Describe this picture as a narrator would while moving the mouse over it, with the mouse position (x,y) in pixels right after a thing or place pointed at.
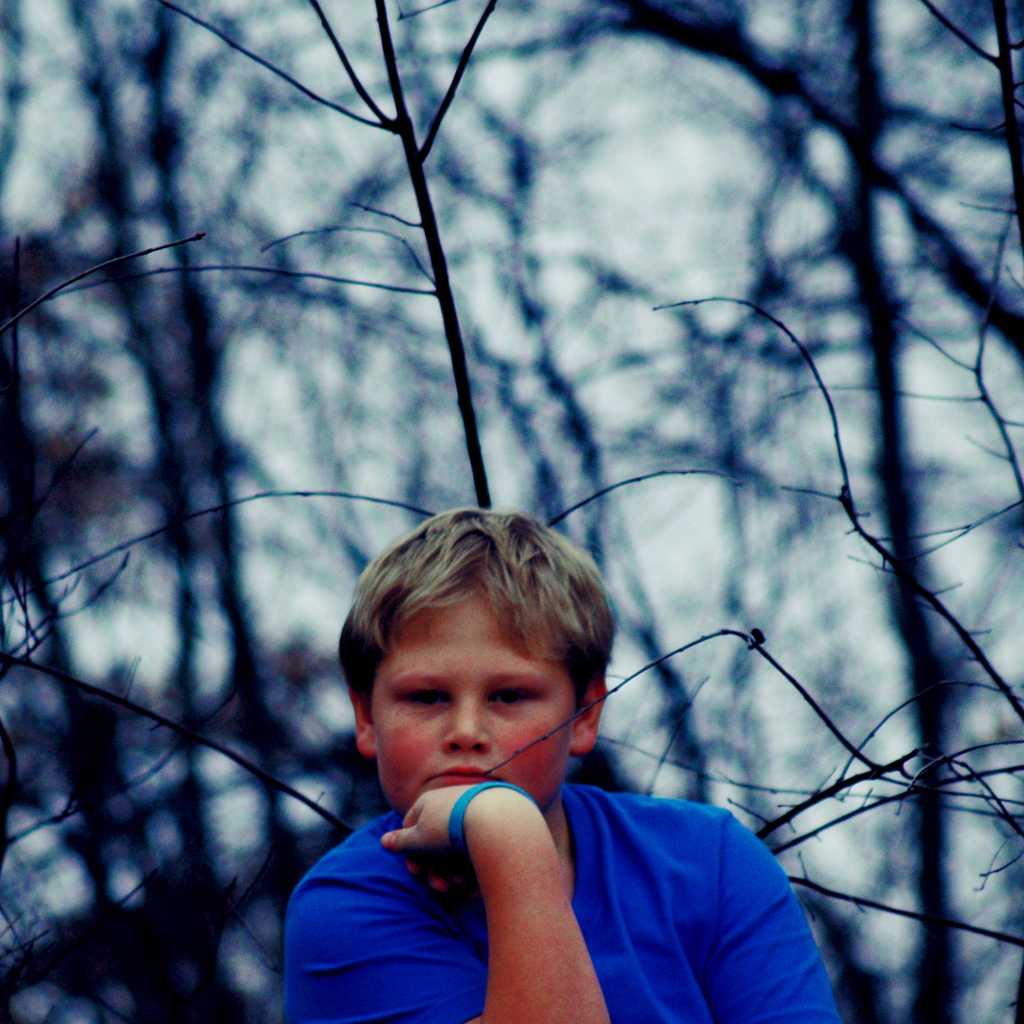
In the picture I can see a person (615,971) wearing blue color T-shirt (344,985) is here and the background of the image (882,374) is blurred, where we can see the dry trees (6,435).
